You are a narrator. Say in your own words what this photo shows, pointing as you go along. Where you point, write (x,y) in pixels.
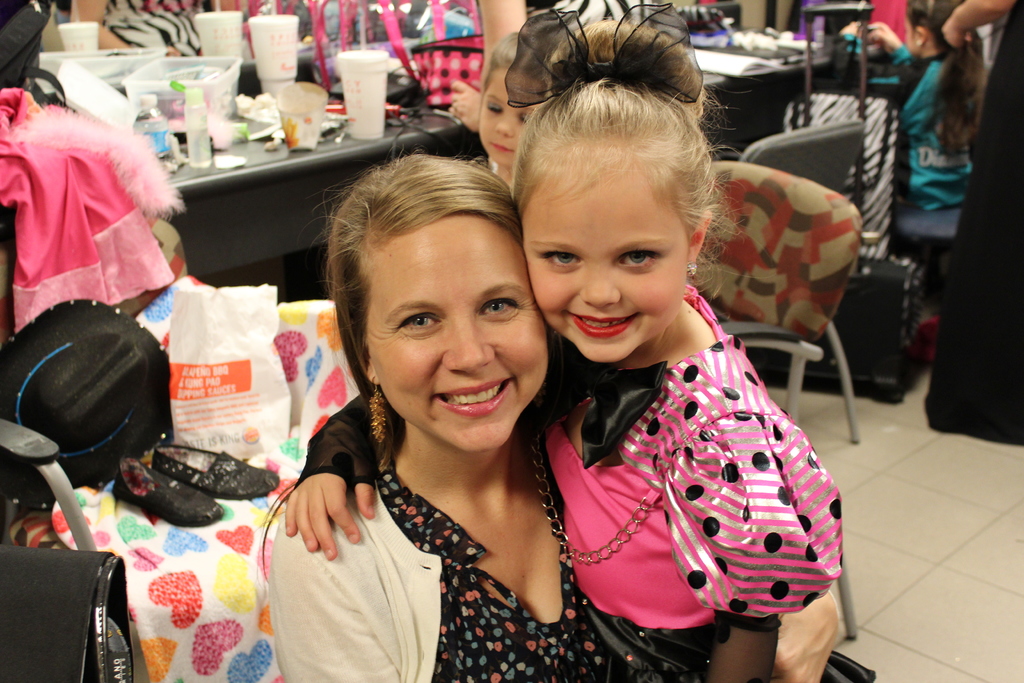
In this image there are few people (486,66) in the room (343,76), a hat (126,404) and footwear (185,476) on one of the chairs (792,312), few bottles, cups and some other objects (346,27) on the table (755,125) and there is a mirror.
